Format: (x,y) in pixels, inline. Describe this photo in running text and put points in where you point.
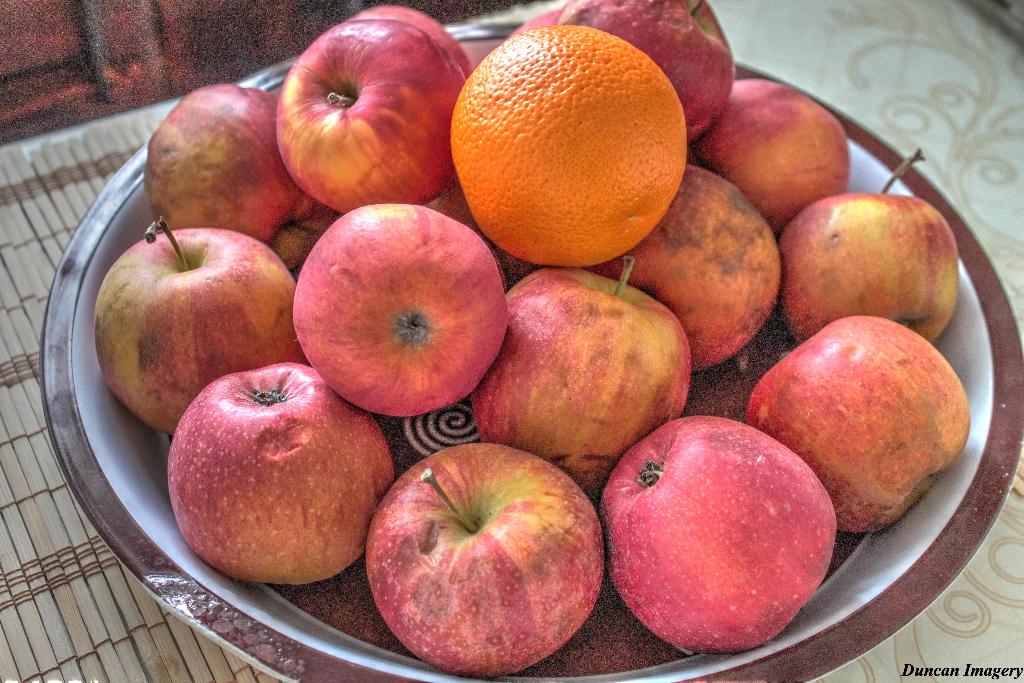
In this picture we can see a group of apples (395,356), orange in a bowl (442,425), this bowl (860,624) is placed on a platform (121,575) and in the background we can see an object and in the bottom right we can see some text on it.
